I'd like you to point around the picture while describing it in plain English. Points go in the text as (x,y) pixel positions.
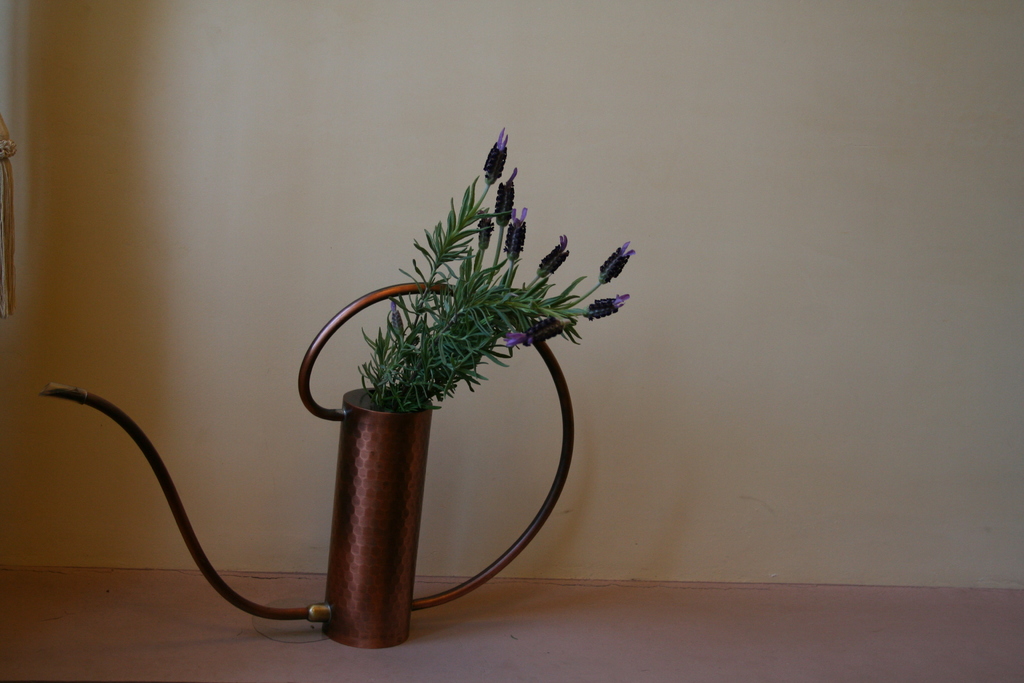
In this image in the center (372,370) there is some object (375,475) and plants (462,330) and a pipe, at the bottom (476,622) there is floor (99,580) and in the background (709,178) there is wall (428,91).
